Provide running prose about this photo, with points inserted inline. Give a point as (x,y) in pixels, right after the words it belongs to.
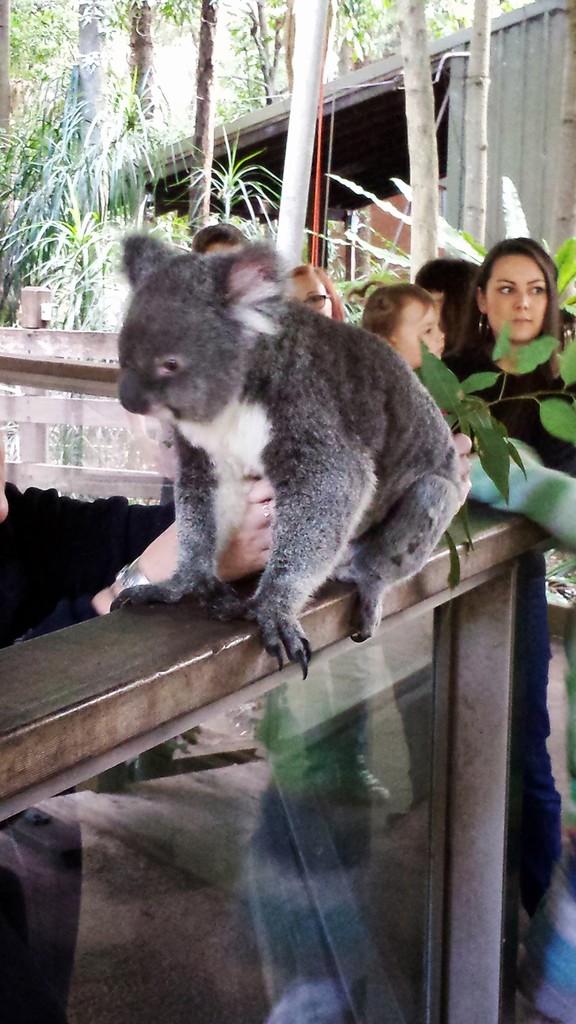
It is an animal (326,497) in grey color, on the right side (500,255) a woman (492,259) is looking at that side. On the left side (159,87) there are trees (159,140).
